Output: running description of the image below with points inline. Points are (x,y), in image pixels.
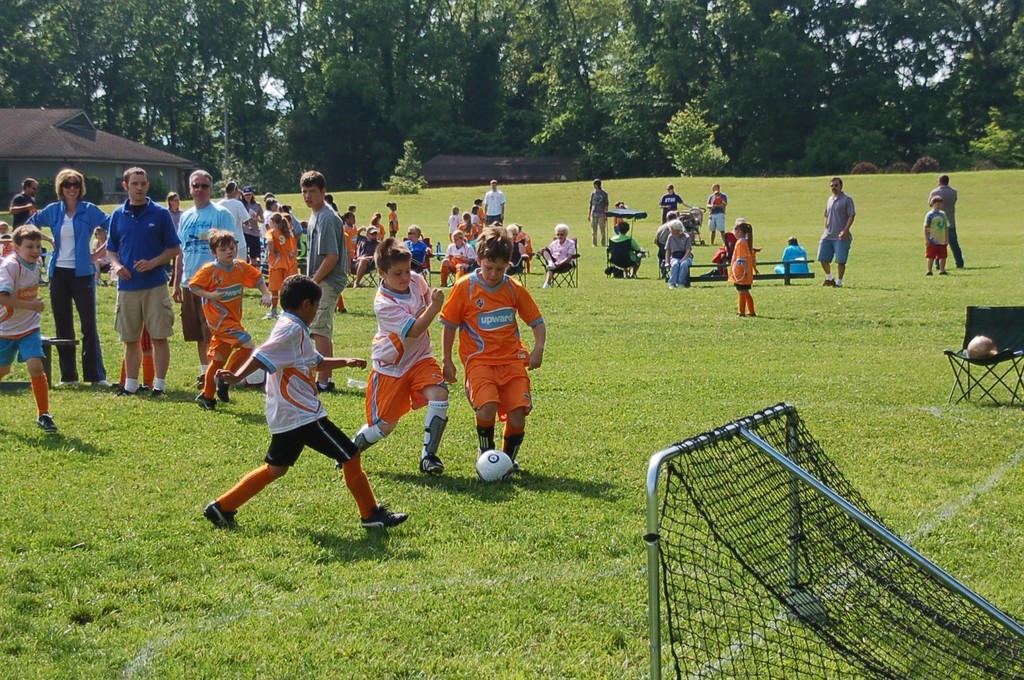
In this image there are group of persons (326,271) who are sitting and playing at the right side of the image (736,540) there is a net (777,540) and at the background of the image (551,84) there are trees (557,138).
